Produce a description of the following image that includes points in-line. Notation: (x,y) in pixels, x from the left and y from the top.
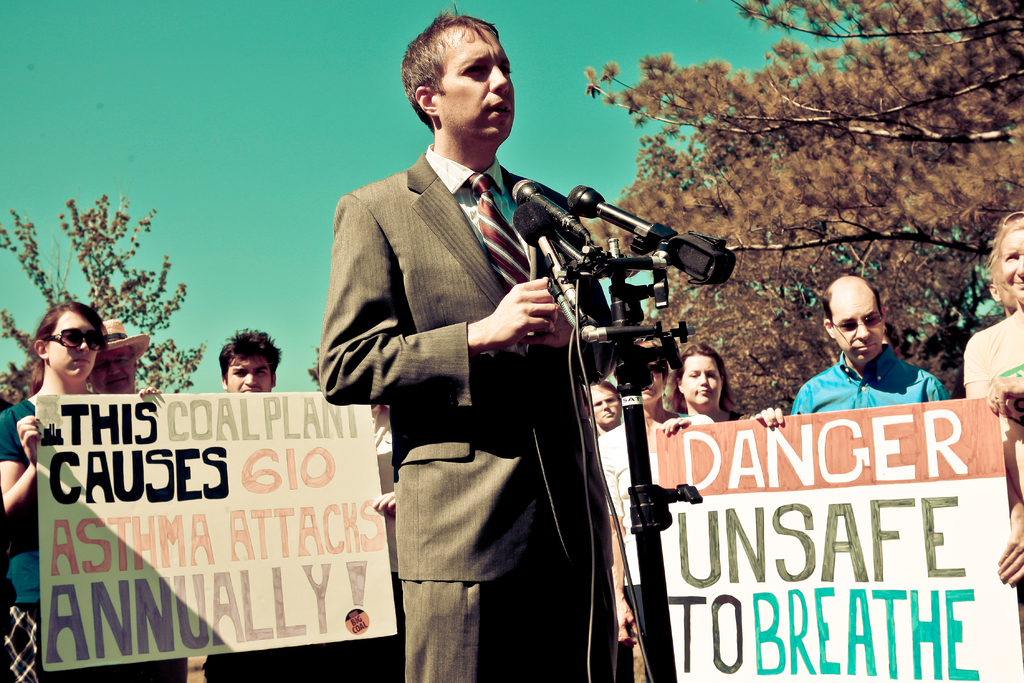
In the image there is a man (499,289) standing in the front (512,339) in brown suit (490,393) talking on mic (544,204) and behind them there are people (940,379) holding banners (164,471) on either side and over the background (844,141) there are trees (789,226) and above its sky (252,113).
